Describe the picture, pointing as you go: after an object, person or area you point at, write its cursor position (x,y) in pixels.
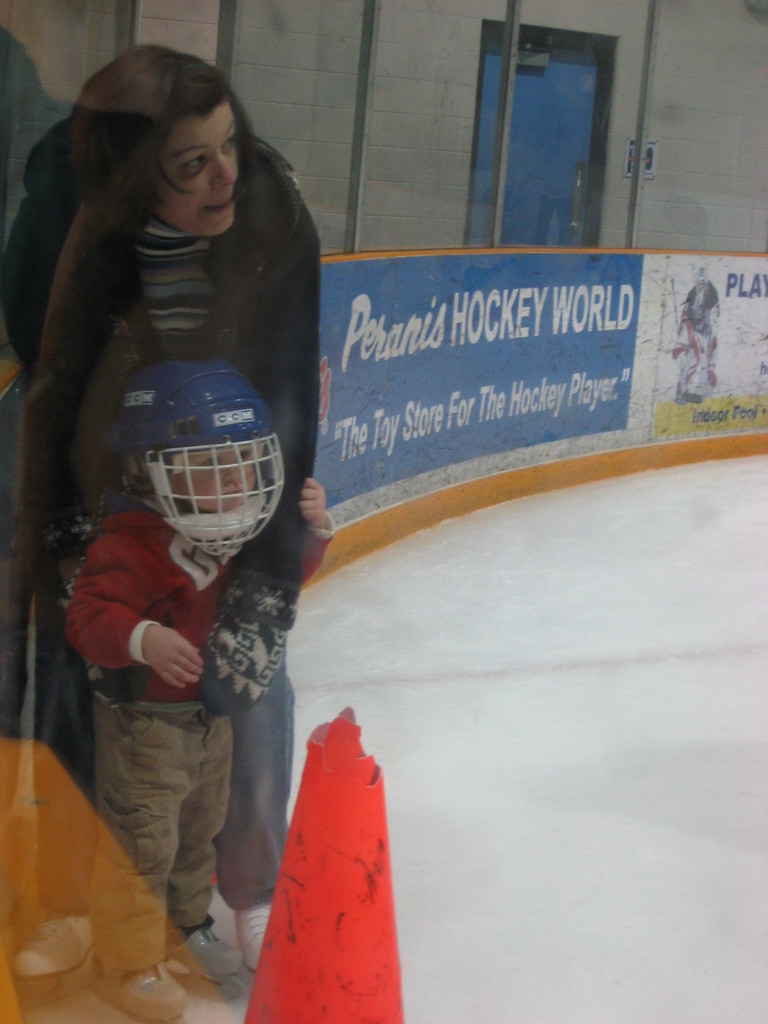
This woman (193,264) is holding a kid (208,889). This kid (194,765) wore a helmet (213,489). Land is covered with ice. Here we can see a hoarding (524,419).
